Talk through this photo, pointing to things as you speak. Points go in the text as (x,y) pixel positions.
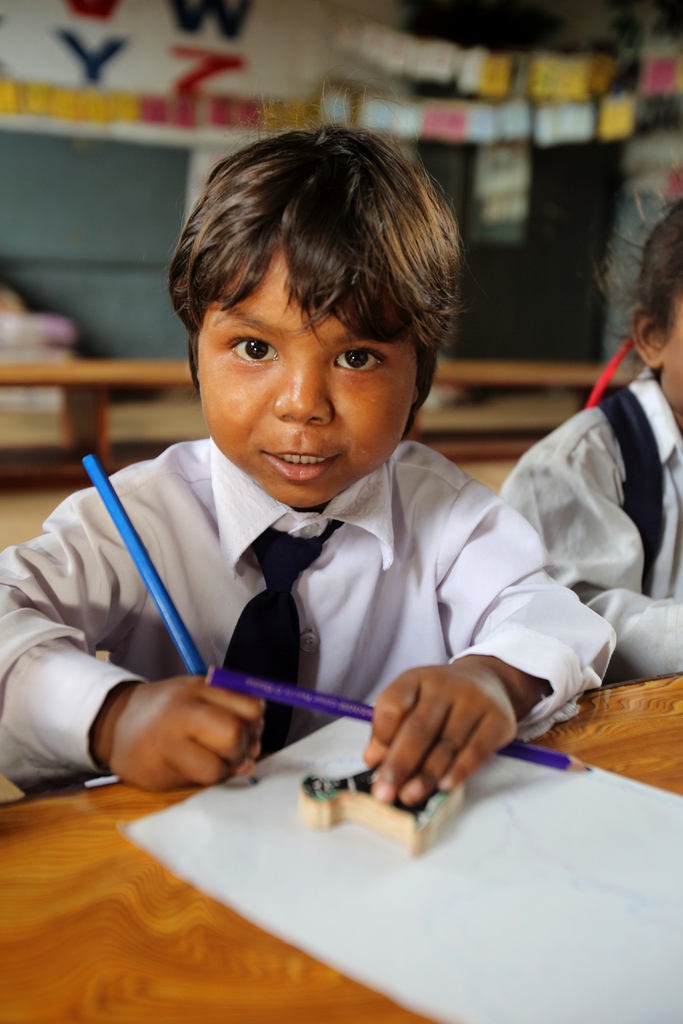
In this image there is a boy (385,605) wearing white shirt (315,619) and tie (271,607). He is holding pencils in his hand (217,699). He is writing on a paper (442,886) having an eraser (419,826) on it. Paper (399,917) is on the table (178,916). Beside the boy (516,513) there is a person (640,670). Behind him there is a bench (16,474). Few posters (246,117) are attached to the wall (664,118).
